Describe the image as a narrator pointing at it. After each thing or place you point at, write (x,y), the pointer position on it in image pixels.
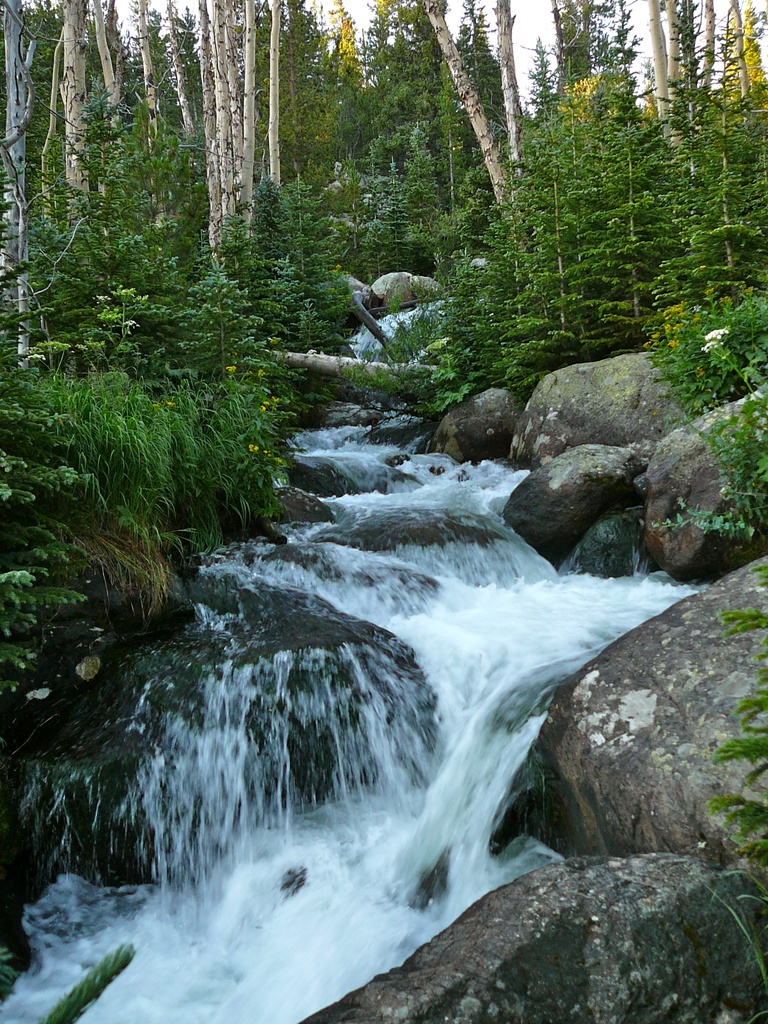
In the foreground of the picture (110,958) there are rocks (527,508), plants (748,358) and water (366,740) flowing. In the center of the picture (283,392) there are trees (541,254), plants (379,368) and canal (406,427). In the background (415,61) there are trees (418,48) and sky (699,14).
